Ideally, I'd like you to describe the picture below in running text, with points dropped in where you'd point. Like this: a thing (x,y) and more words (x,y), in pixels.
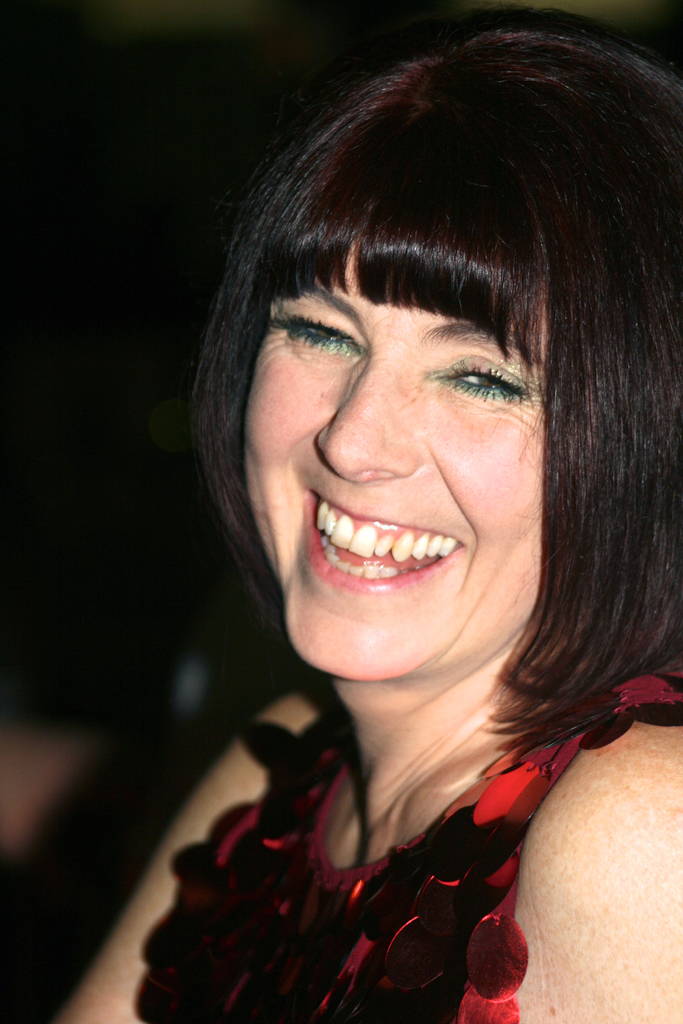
In this picture we can see a woman (416,654), she is smiling and we can see dark background (108,436).
